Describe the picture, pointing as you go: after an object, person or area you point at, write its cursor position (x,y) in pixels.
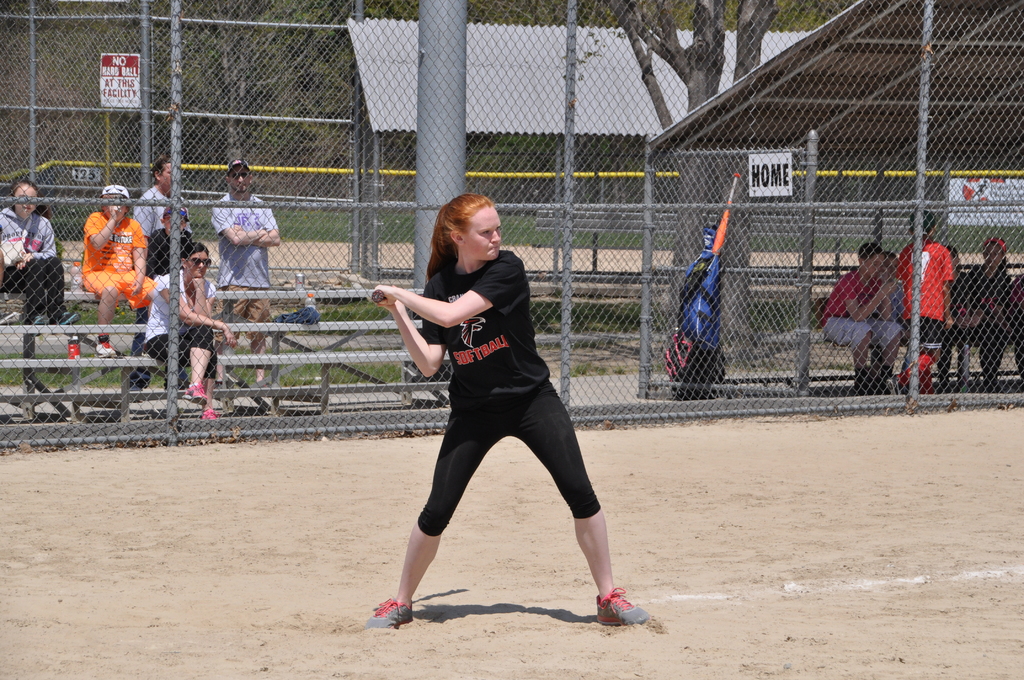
In this picture we can observe a woman (459,410) standing in the ground (189,632) wearing black color dress (460,329). We can observe a fence (437,163) behind her. There are some people (157,282) sitting on the benches (114,328). Some of them were standing. In the background (731,231) there are trees (691,72).
